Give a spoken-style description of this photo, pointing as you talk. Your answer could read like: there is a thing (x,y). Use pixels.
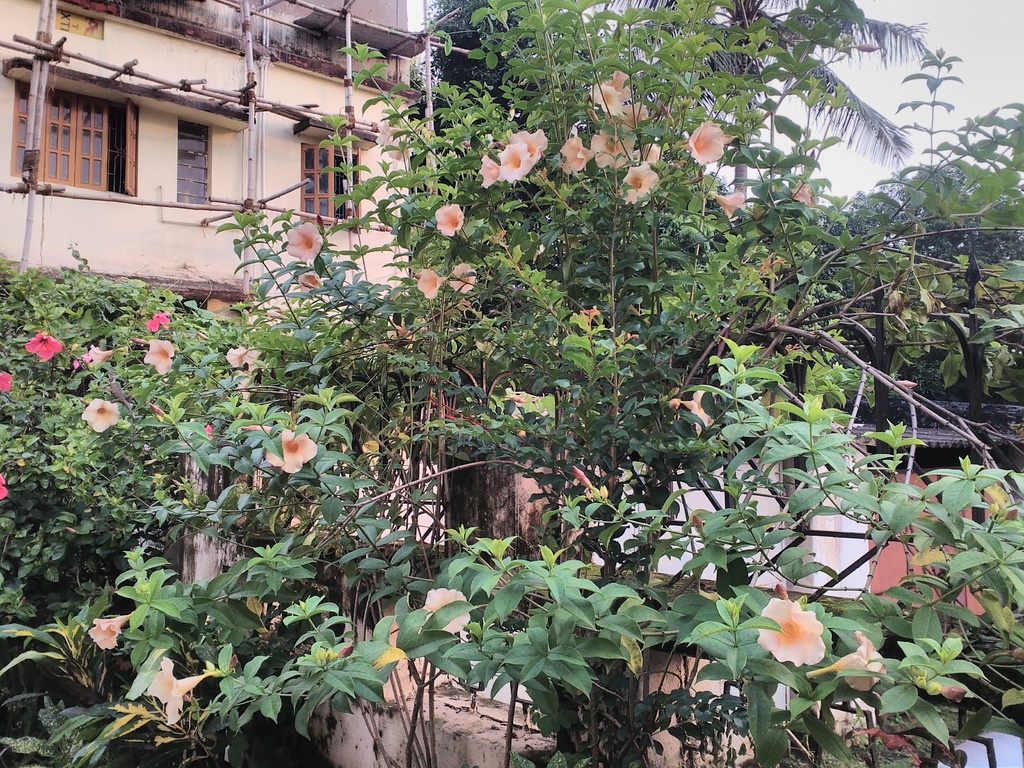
In this image we can see a building (214,74) and it is having few windows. There are many trees (735,295) and plants (801,228) in the image. There are few objects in the image. There are many flowers (240,362) to the plants (619,559). We can see the sky (1000,61) in the image.
